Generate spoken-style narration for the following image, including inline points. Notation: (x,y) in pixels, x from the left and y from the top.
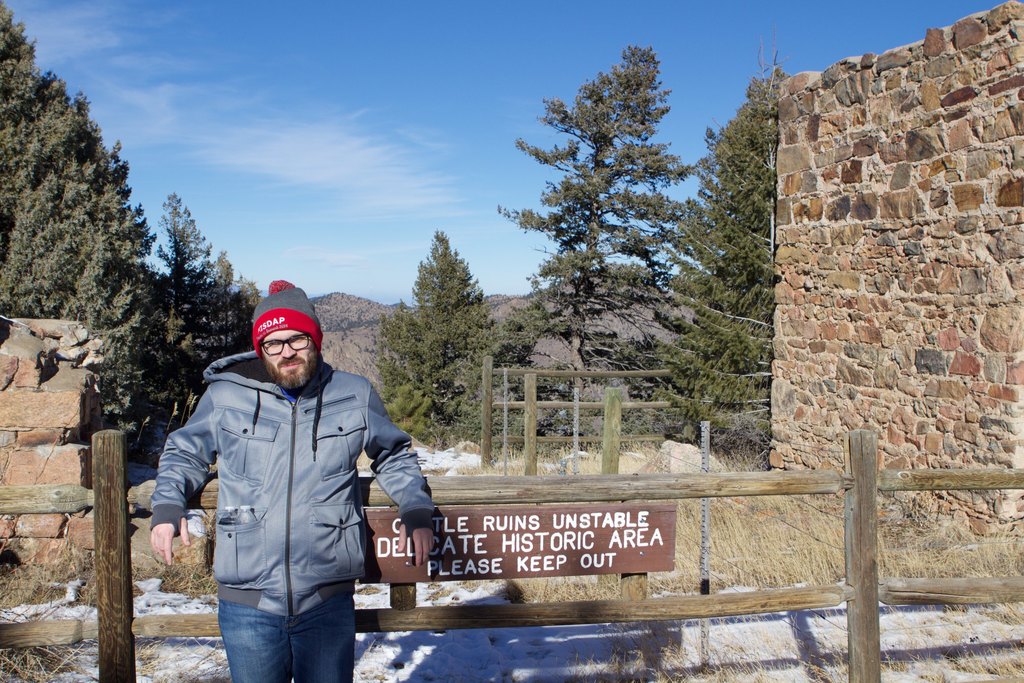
In the image we can see a man (280,524) standing, wearing clothes (291,507), goggles (283,351) and a cap (281,321). Here we can see a board (523,533) and a wooden fence (909,591). Here we can see a stone wall (818,351), trees (564,337), mountains (334,327) and a pale blue sky (357,178). Here we can see dry grass (798,546) and snow (477,650).
